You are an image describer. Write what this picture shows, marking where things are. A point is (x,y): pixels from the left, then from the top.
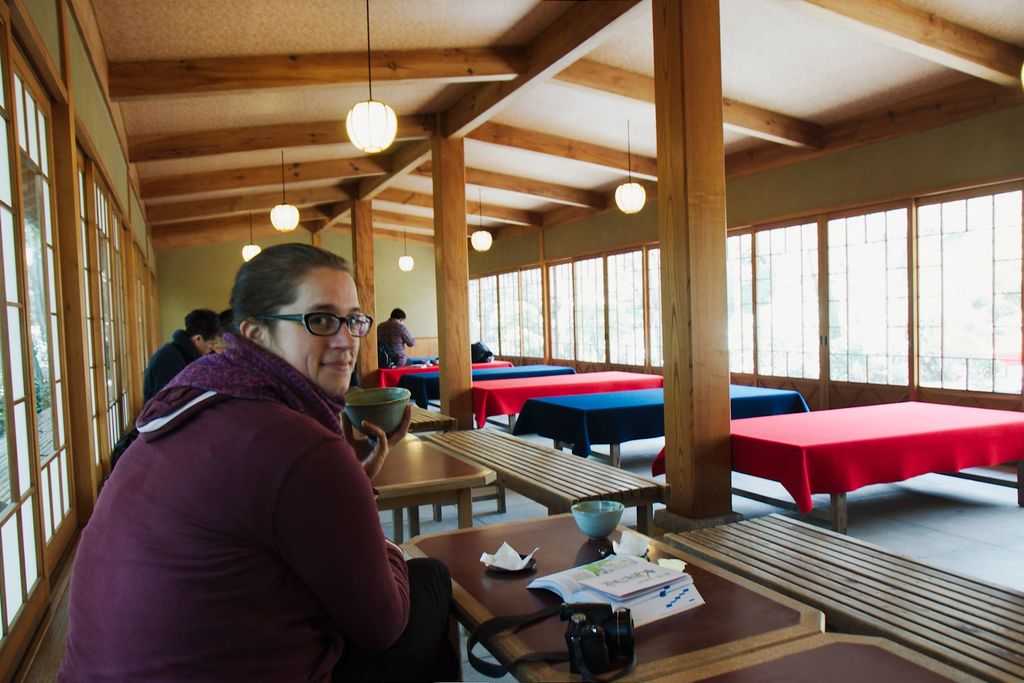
Here we can see that a woman (257,357) is sitting on the chair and holding a cup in her hand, and in front (568,516) there is the table (564,536) and book (606,570), camera (584,620) on it, and at back here is the glass (16,352), and at top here are the lights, and in front here is the cot (828,443), and a person (394,334) sitting.
